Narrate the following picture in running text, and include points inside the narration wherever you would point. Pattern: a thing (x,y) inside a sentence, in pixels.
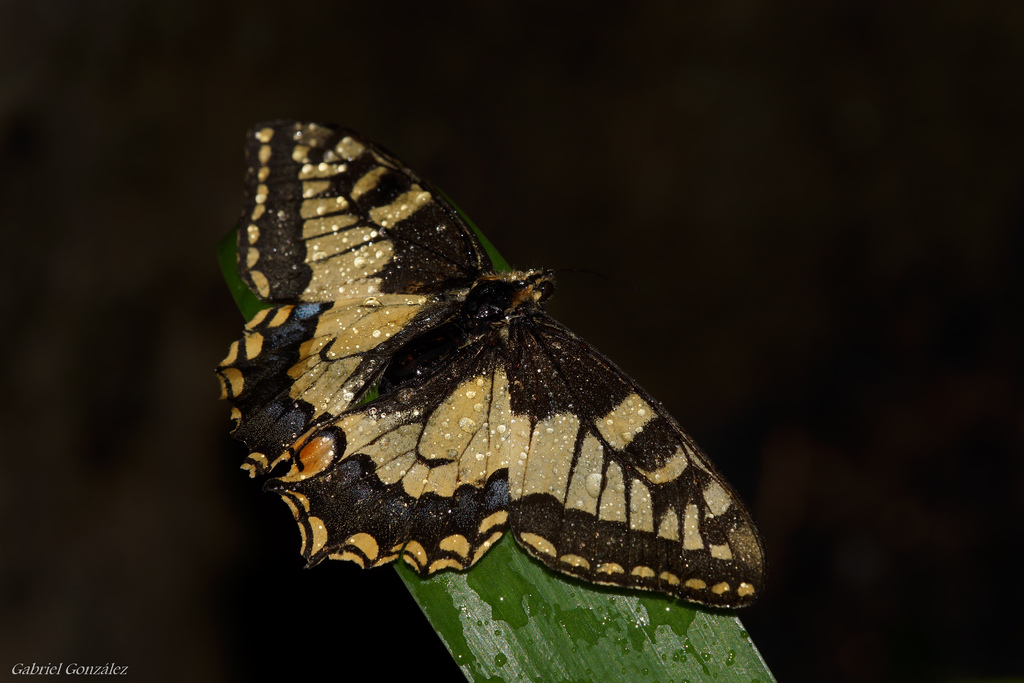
In this image, I can see a butterfly (528,422) on a leaf (569,610). This leaf (551,604) looks green in color. The background (150,614) looks dark. At the bottom left side of the image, I can see the watermark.
